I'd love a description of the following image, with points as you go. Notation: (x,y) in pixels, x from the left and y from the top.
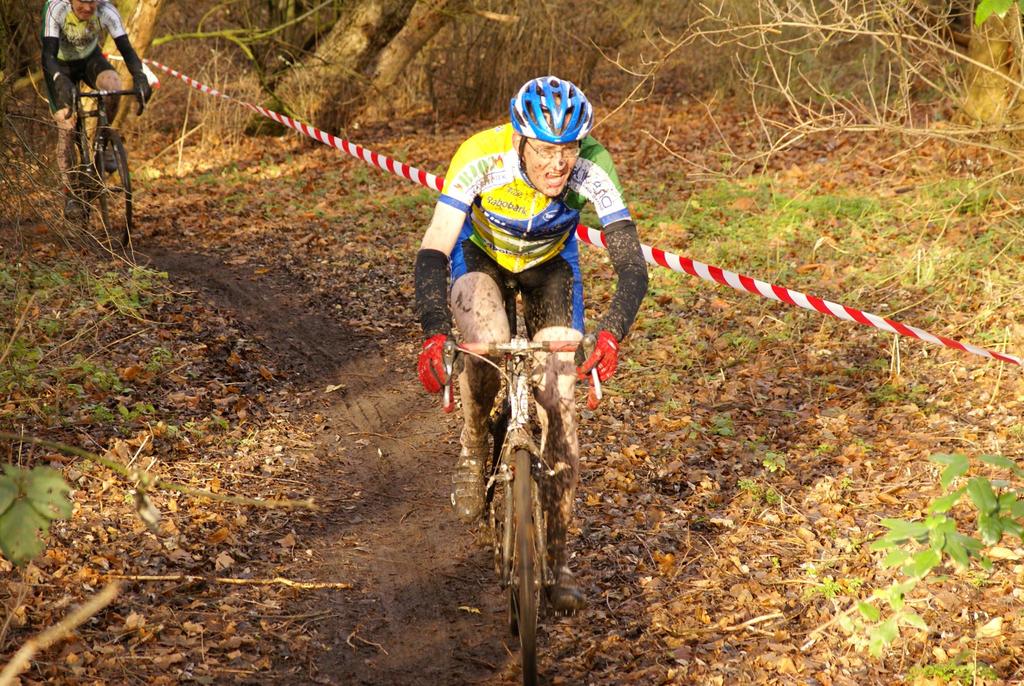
In the image I can see two people (436,319) wearing helmets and riding the bicycles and around there are some plants (25,487), dry leaves (295,471) and a rope (949,347) to the side.
